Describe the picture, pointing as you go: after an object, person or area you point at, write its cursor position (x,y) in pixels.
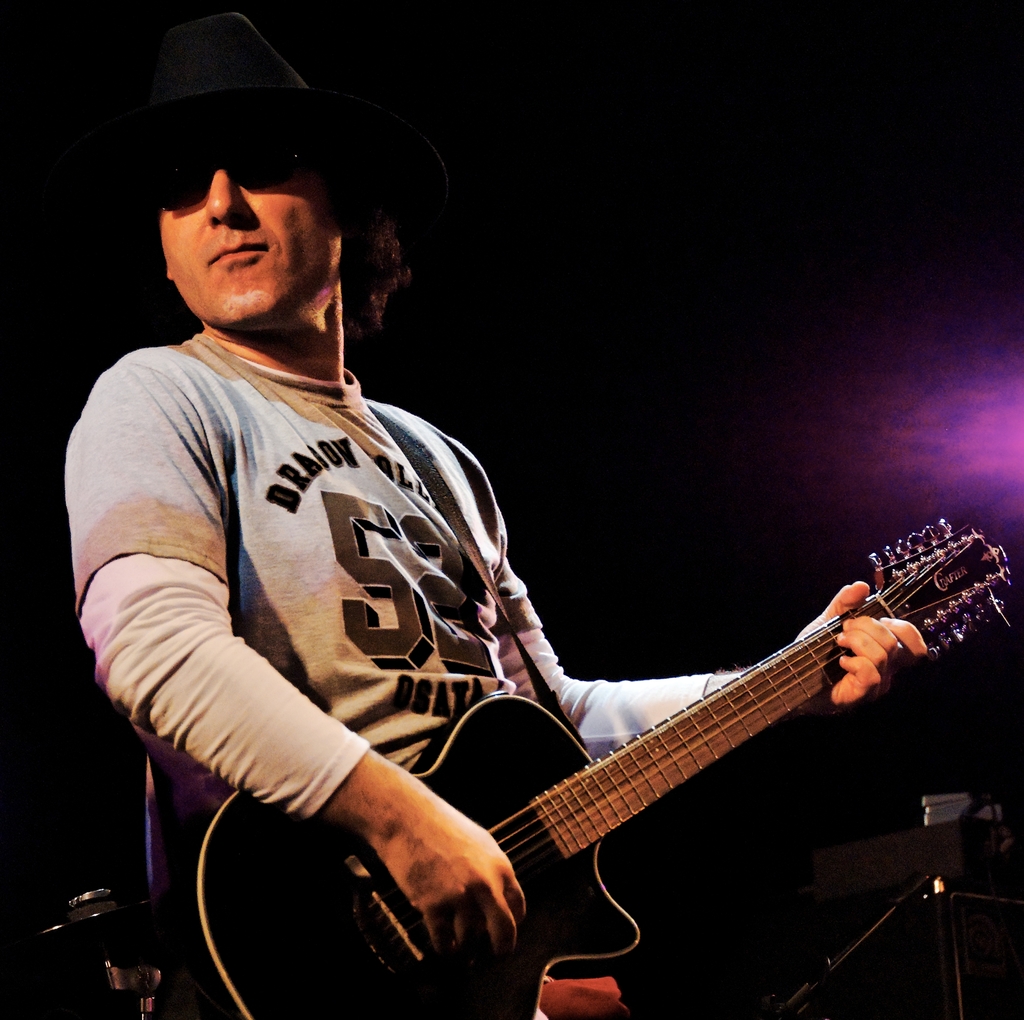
In the picture we can find a man (134,452) holding a guitar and playing it. He is wearing a hat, goggles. In the background (699,557) we can find dark. He is wearing a white T-shirt (217,424) with some design (465,570).
